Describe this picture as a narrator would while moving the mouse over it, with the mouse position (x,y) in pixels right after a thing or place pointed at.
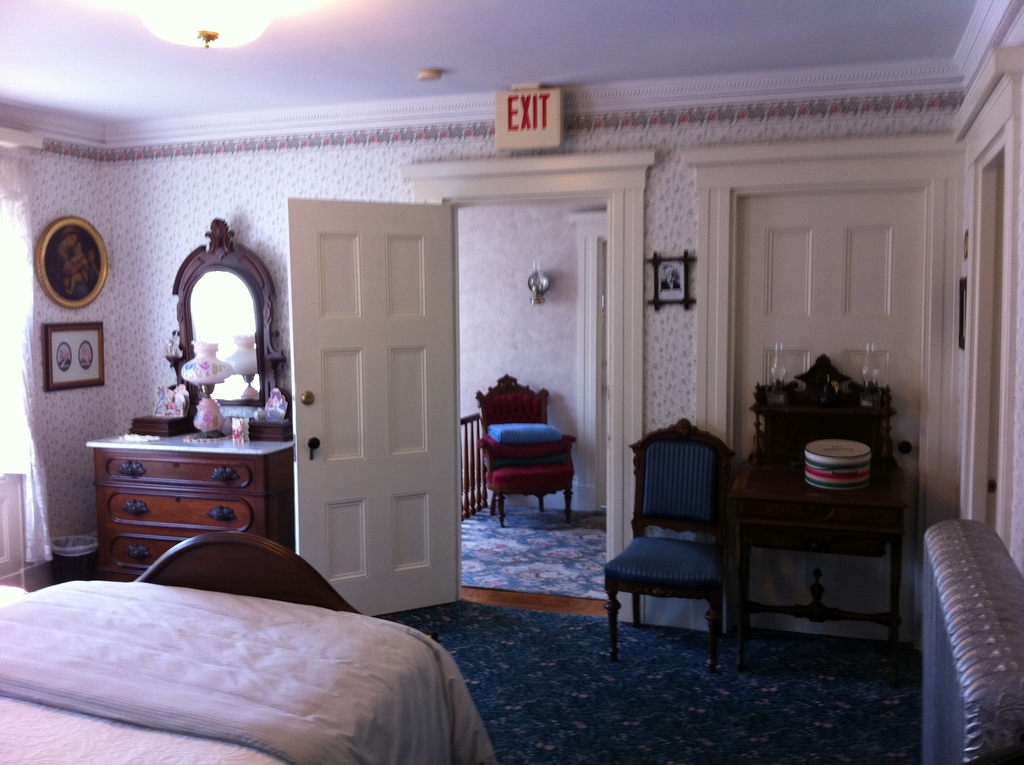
This is a room (521,655) which was well furnished. There is an exit board (513,116) here. This is a mirror (251,338) and a table desk (181,472). This is a frame (74,271) which is attached to the walls (83,402). Here is a bed (283,681). On the floor (607,699) there is a carpet (671,705). To the right of the entrance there is a chair (696,585) and a box (824,480) on the table (817,490).
